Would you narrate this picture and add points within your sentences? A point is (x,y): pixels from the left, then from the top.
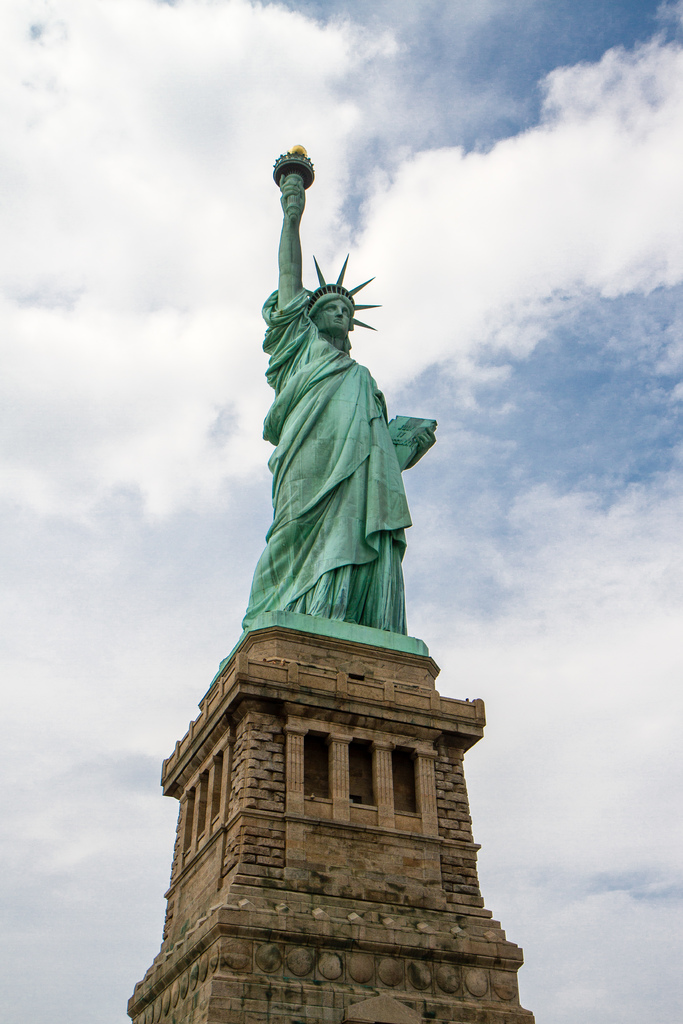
In this picture I can see the statue of Liberty (328,623) and I can see a blue cloudy sky (465,234).
